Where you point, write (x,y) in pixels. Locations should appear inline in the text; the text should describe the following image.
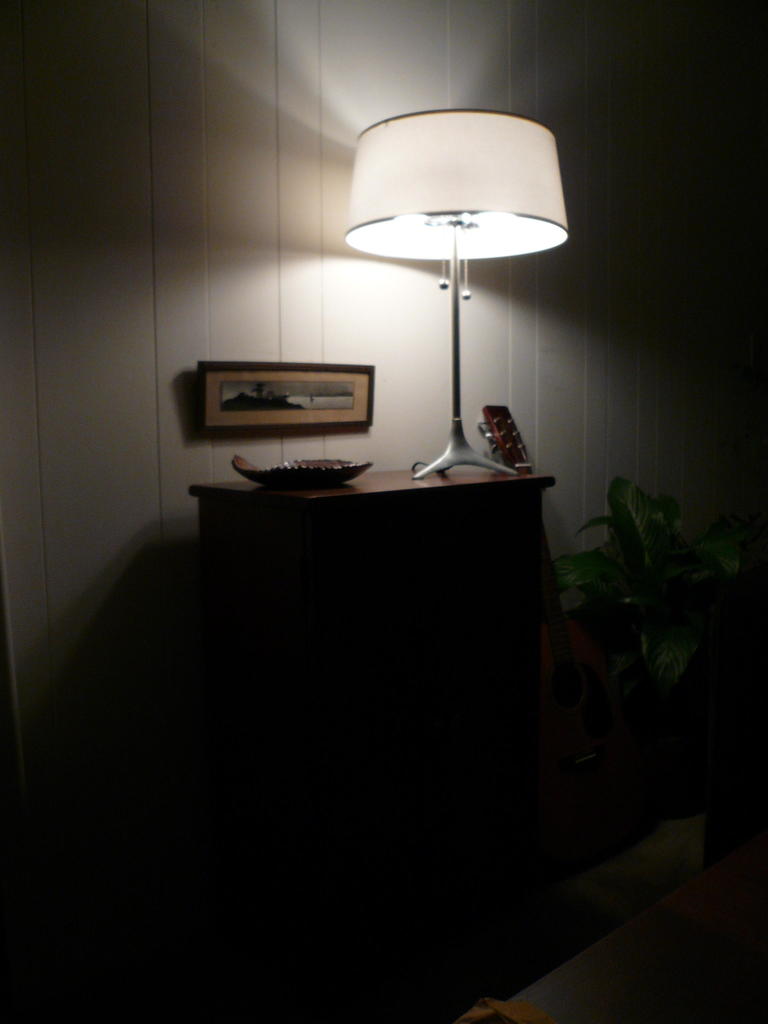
In this image we can see a table (244,513) on which there is some object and lamp (367,251), on the right side of the image (616,619) there is guitar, some plant (640,629) and in the background of the image (228,347) there is a wall (175,306) to which some painting (283,403) is attached.
